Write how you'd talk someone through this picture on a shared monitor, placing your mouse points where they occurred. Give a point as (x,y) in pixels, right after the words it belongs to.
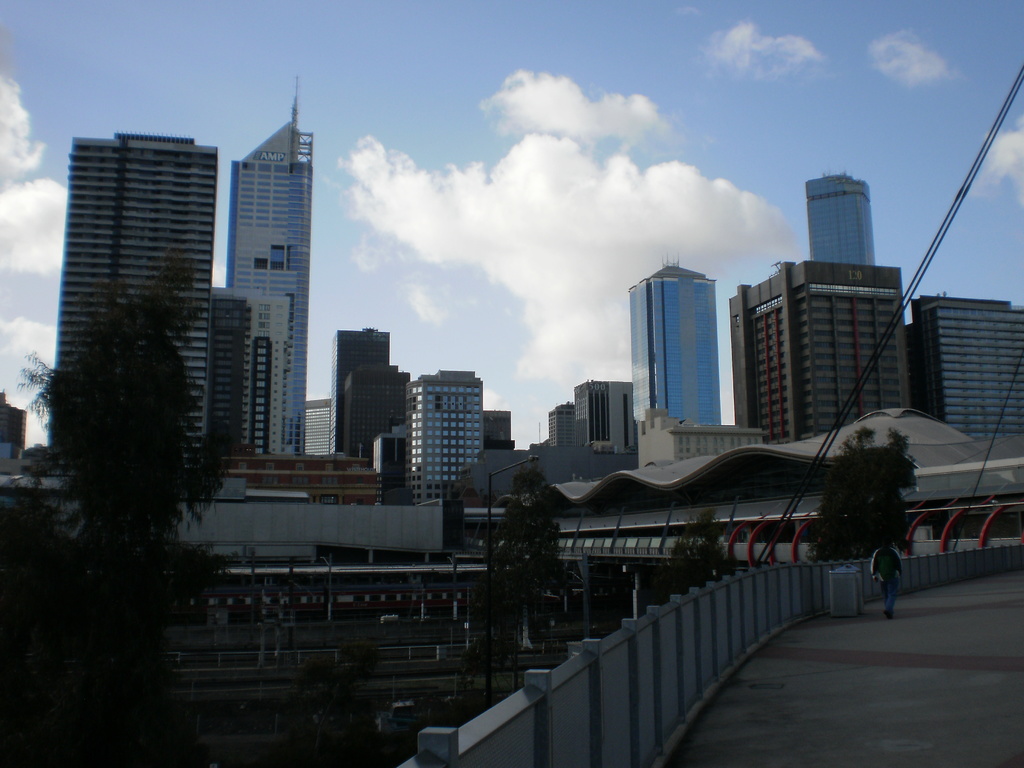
In this image we can see buildings (616,394), skyscrapers (828,277), person (882,572) walking on the road (806,683), street poles (490,508), street lights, barrier poles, trees (482,659) and sky (360,131) with clouds (530,123).
